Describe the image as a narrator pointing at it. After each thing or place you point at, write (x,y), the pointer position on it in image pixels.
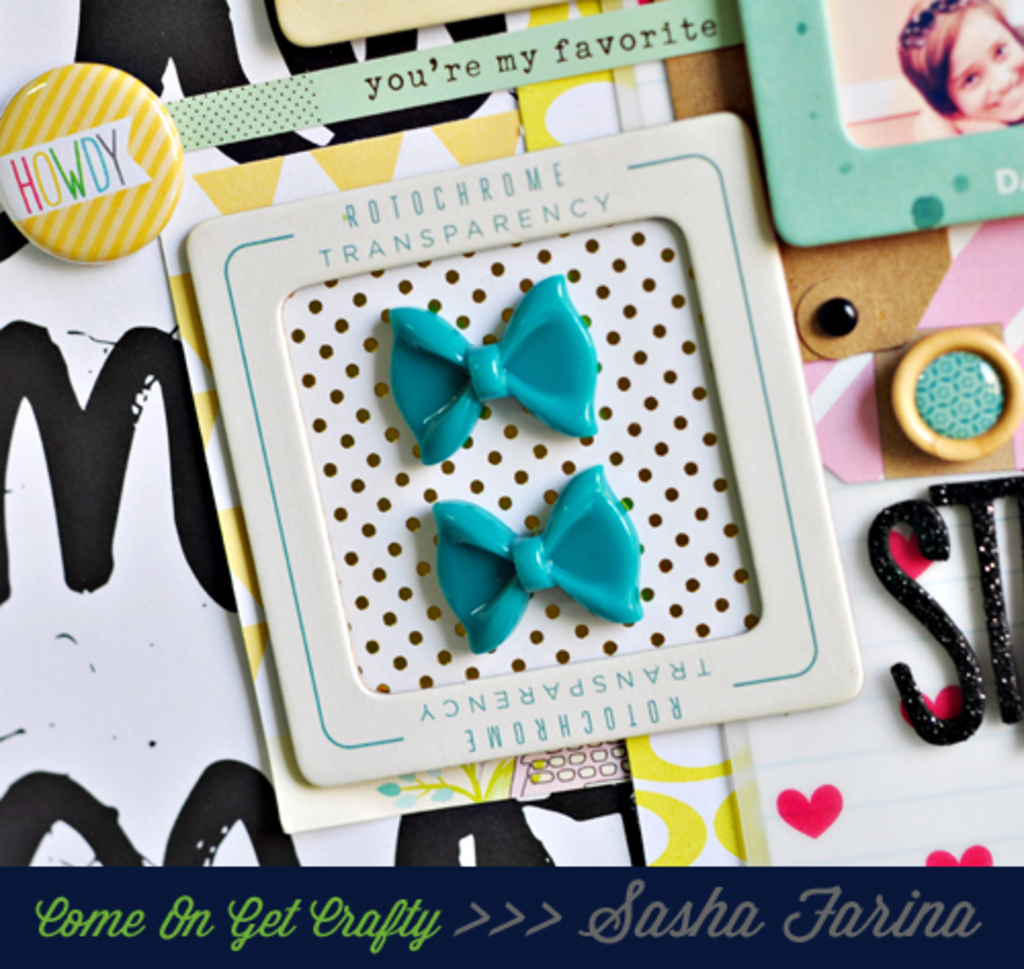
In the picture we can see a badge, frame (960,146), picture (896,134) of a person (1003,97), and few objects (936,541). At the bottom (919,914) there is text (815,919) written on it.
